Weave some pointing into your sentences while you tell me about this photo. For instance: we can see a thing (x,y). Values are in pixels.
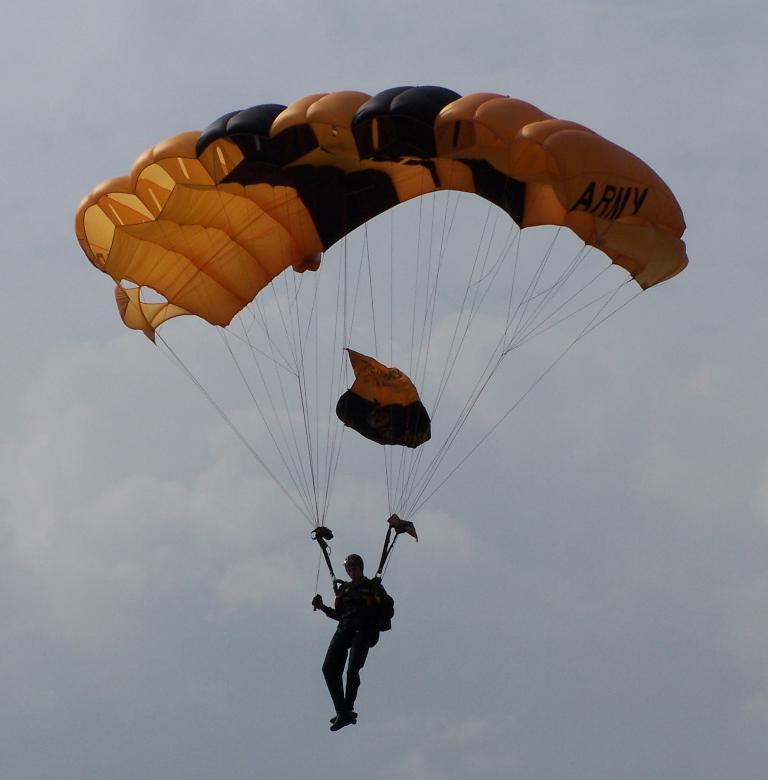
Here in this picture we can see a person (339,594) flying in the air (362,500) with the help of parachute (308,255) and we can see he is wearing a helmet (349,555) and we can see the sky (275,414) is cloudy.
